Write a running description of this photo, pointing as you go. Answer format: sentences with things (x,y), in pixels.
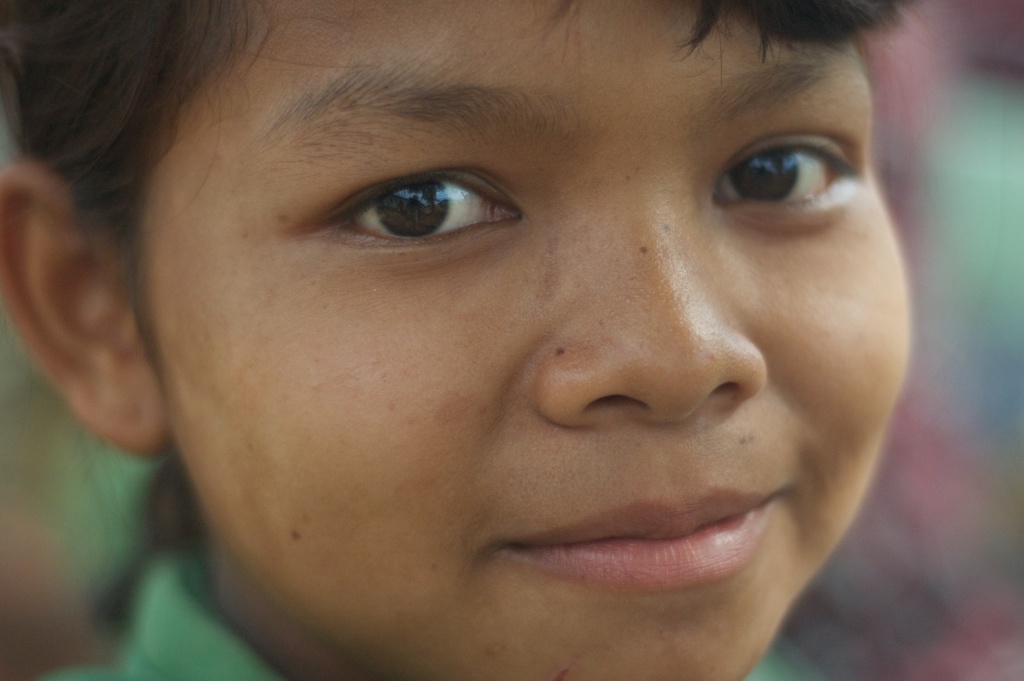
In this image I can see a person (334,411) and the person (318,591) is wearing green color shirt (203,624) and I can see blurred background (995,537).
